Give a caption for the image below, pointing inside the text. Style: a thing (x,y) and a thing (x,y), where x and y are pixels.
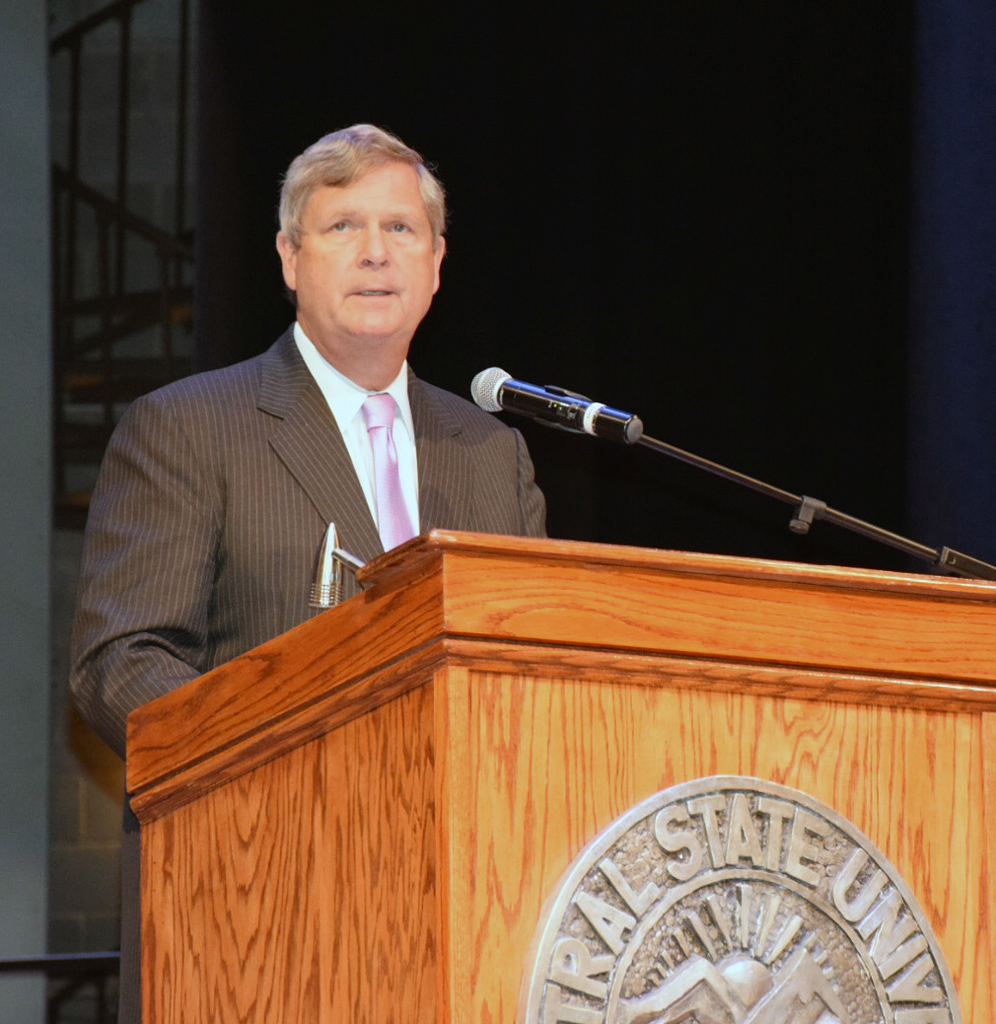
In this image, we can see a person (202,655). We can see the podium (723,587) with an object (824,965). We can also see the microphone (487,407). We can see the background (634,39) and some objects (120,355). We can also see an object (59,964) on the left (74,964).
